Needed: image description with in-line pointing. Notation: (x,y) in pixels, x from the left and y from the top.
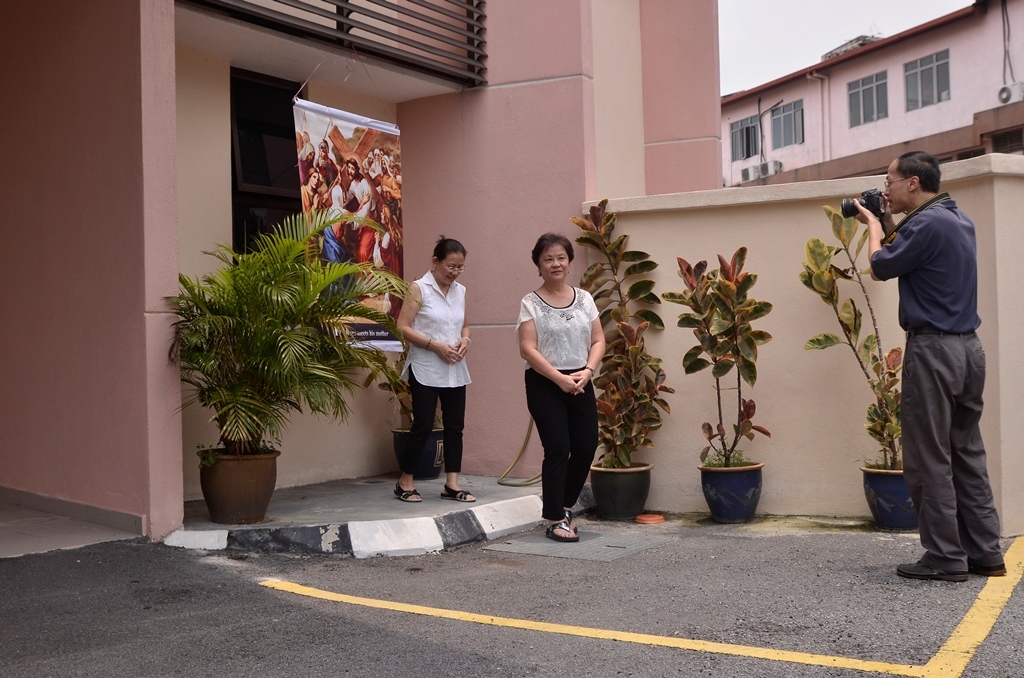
In this image we can see three persons (974,353) standing on the ground (513,531). One woman (449,321) is wearing spectacles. One person (943,302) is holding a camera (873,206) in his hand (886,205). In the background (885,450), we can see group of plants (226,420) planted in pots (893,521), a poster (360,238) with some photos (376,207) on it, a building (770,152) with windows (750,144) and air conditioners (764,171), metal railing (454,48) and the sky (799,28).
